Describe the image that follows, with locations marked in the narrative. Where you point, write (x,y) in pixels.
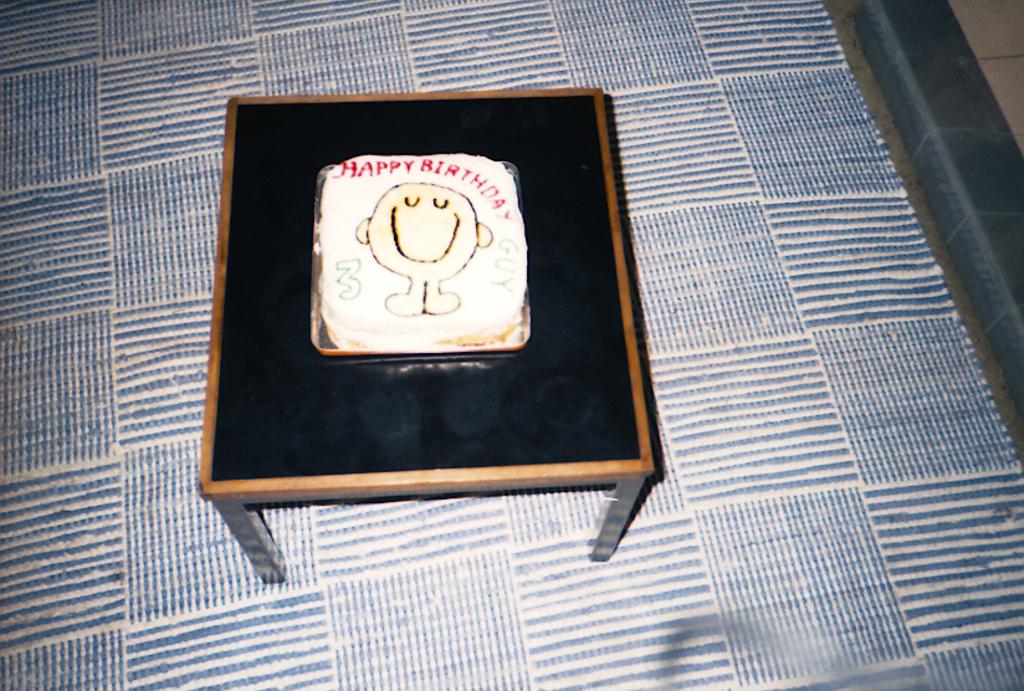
In this image, we can see a cake (369,240) in the tray (317,295), which is placed on the table (342,423). At the bottom (493,591), there is a carpet (732,587) on the floor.
